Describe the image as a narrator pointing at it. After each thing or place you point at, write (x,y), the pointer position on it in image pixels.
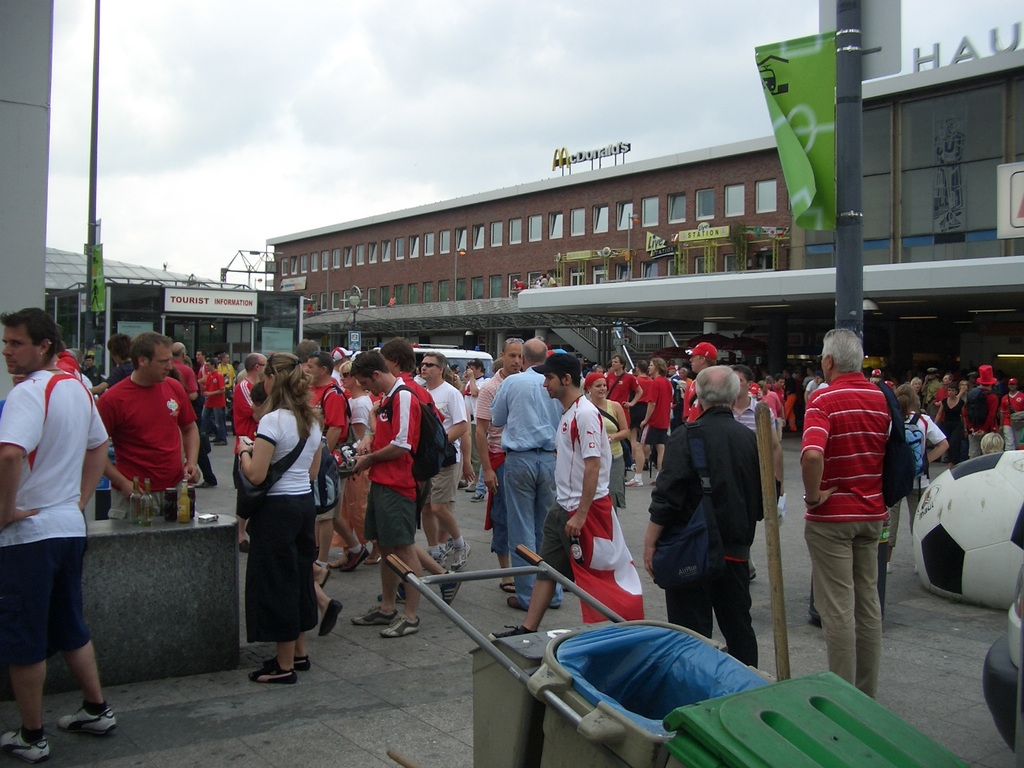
In this picture we can observe some people (541,454) standing. Most of them were wearing red color T shirts (214,401). There were men (252,415) and women (292,435) in this picture. We can observe trash bin (566,650). On the right side (838,123) there is a pole (842,67) to which a green color poster (799,109) was fixed. In the background (457,218) there is a brown color building (558,284). There is a sky (326,134) with clouds (422,103).
